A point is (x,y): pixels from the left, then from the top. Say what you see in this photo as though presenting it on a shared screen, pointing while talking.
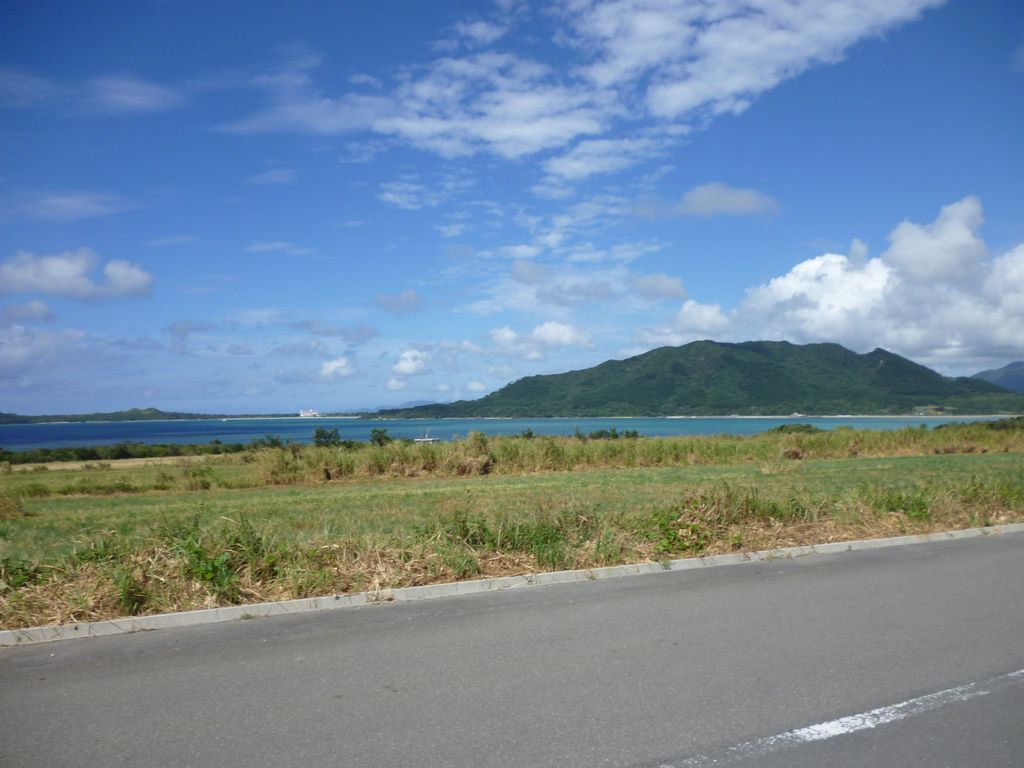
At the bottom (641,664), we see the road (569,690). In the middle (386,501), we see the grass (407,508) and the trees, Behind that, we see water (230,426) and this water (390,427) might be in the lake (349,426). There are trees (512,399) and the hills (721,390) in the background (671,398). At the top (381,231), we see the clouds (555,254) and the sky (256,166), which is blue in color.
